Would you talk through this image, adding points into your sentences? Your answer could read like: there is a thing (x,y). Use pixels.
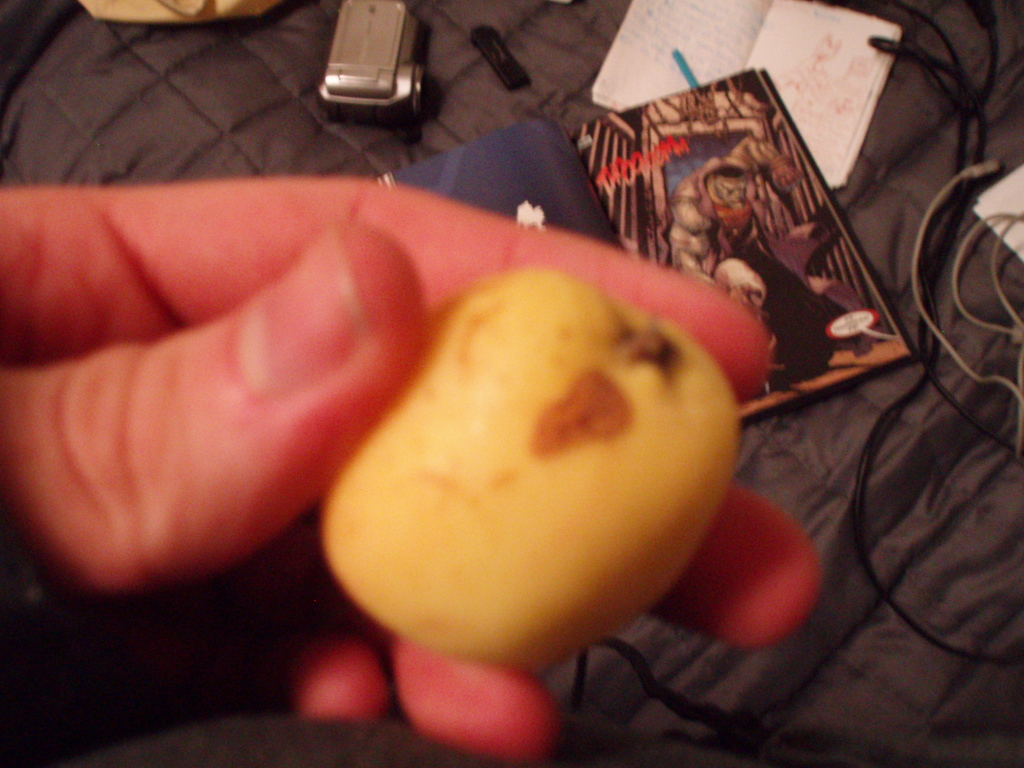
In this image we can see a person's hand (511,712) holding an object (664,584) and in the background (677,166), we can see objects (596,141) like books (564,180), camera (382,2) and some other things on the cloth surface (567,125).
